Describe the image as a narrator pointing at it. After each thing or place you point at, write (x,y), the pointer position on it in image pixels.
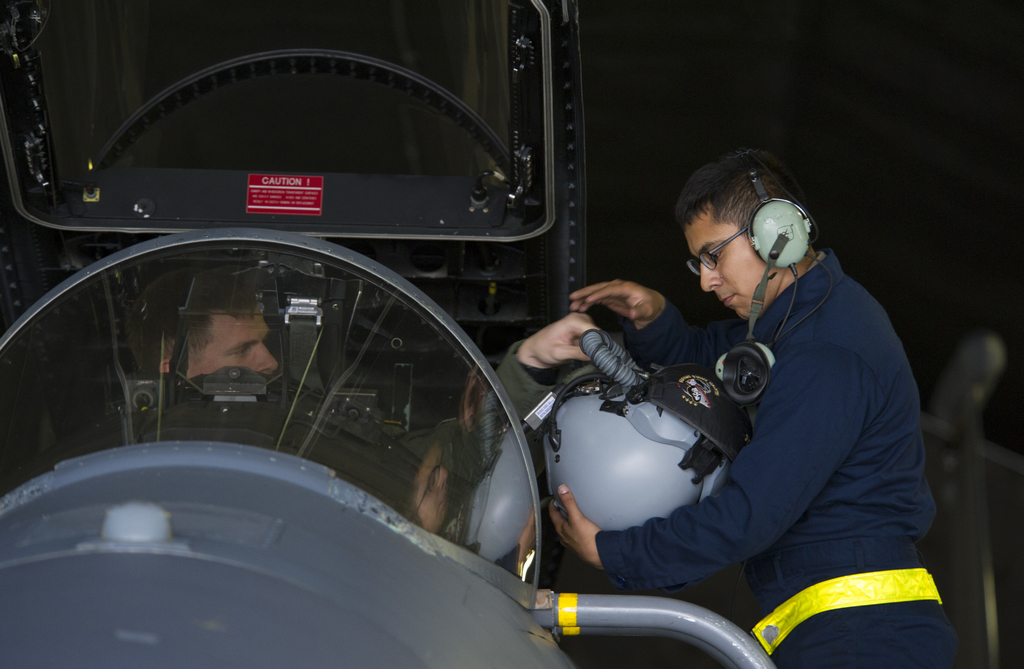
In this image there is a person (292,432) sitting in the vehicle (138,667). Beside the vehicle (414,607) there is a person (875,448). He is holding a helmet (635,508). He is wearing headphones (765,235) and spectacles (691,262).
